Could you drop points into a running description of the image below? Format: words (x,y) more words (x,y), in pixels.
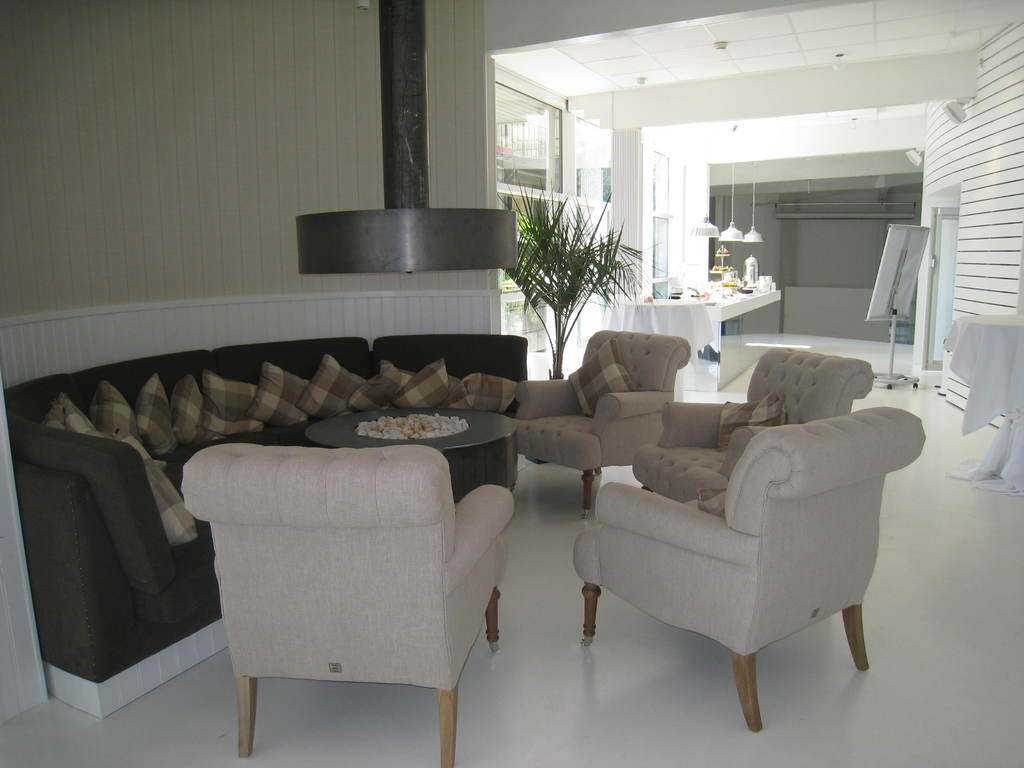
This is a picture of the inside of the house (100,175) in the center (614,414) there is couch (95,492) and four chairs (639,511) are there. On the couch (200,402) there are some pillows (426,391) and on the chairs (629,398) there are pillows (596,379) and in the middle (446,432) there is one table (473,439) and on the top (554,43) there is ceiling (930,100) and in the center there is one pole (399,194) and on the right side (974,199) there is wall (981,181) and one board (884,276) and one cloth (990,361) is there and in the center of the image (558,300) there is one plant (561,295) beside that plant (564,289) there is one table (709,296) and some lights (716,234) are there and on the top (523,146) there is one glass window (506,147).
